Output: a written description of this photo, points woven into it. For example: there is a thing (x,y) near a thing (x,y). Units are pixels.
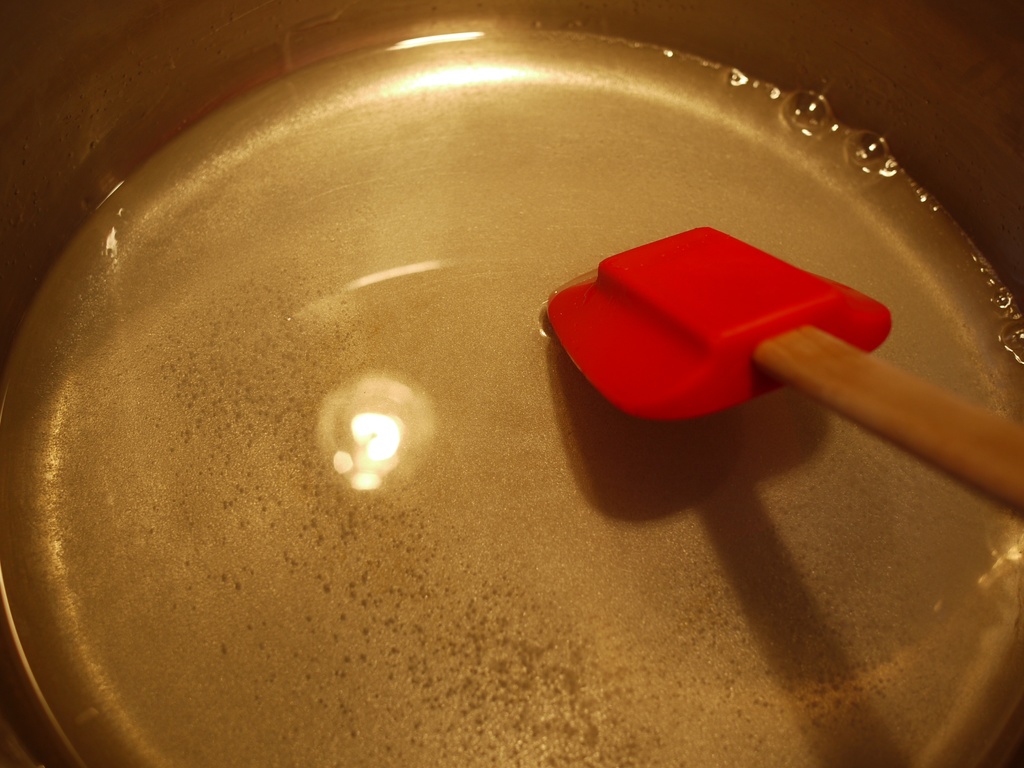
In this picture there is a bowl (14,92) and there is a spoon (770,297) and water (279,427) in the bowl (316,17). There is a reflection of light (395,410) on the water (319,227).
